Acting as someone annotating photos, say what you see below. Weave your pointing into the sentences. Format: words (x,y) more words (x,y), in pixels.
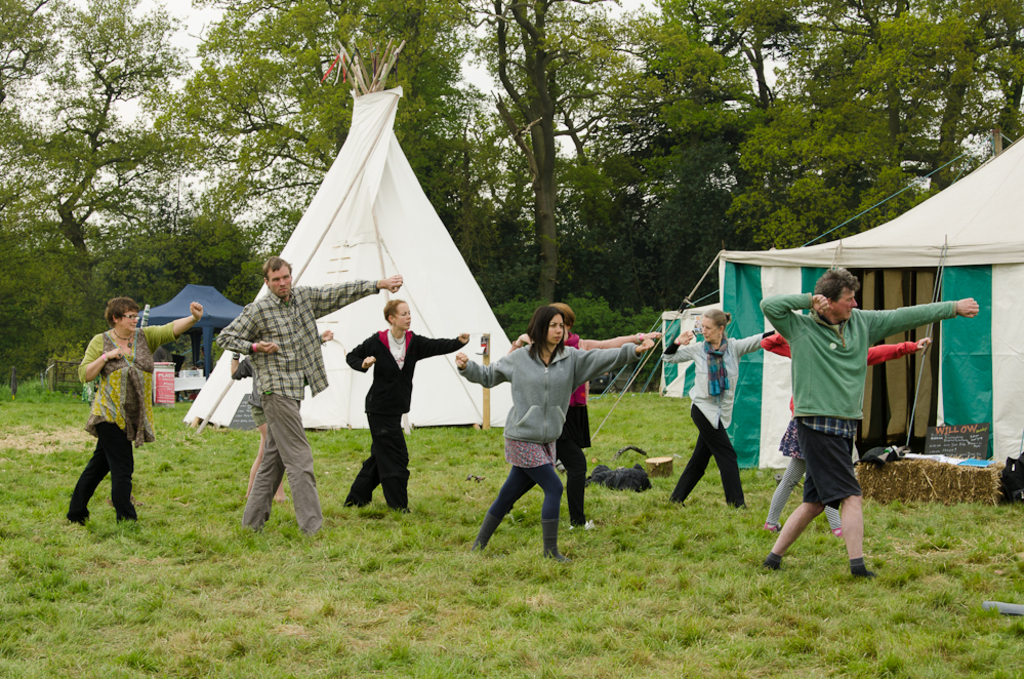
In this picture we can see few people (511,482) on the grass (604,515), behind them we can see few tents (744,296), baggage (641,486) and trees (486,142).
